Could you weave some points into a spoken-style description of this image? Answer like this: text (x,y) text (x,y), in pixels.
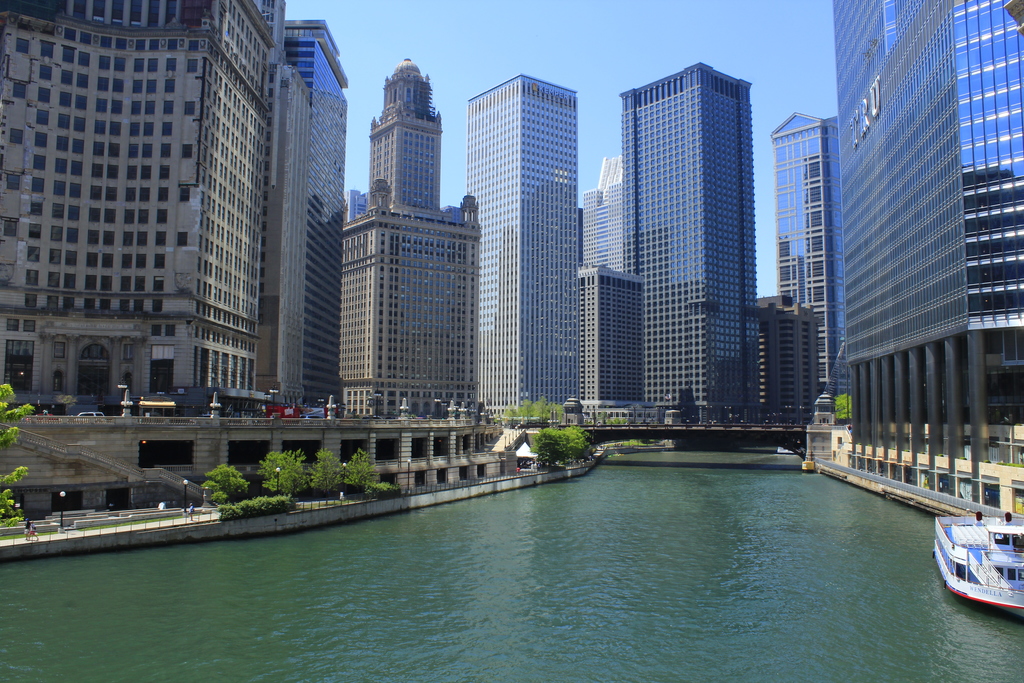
There is a river (646,550). On the right side (945,575) there is a boat (971,569). Also there is a bridge (662,424). On the left side of the river (863,584) there are trees (221,475), buildings (343,316). In the background (744,284) also there are buildings (710,246). In the right side (877,188) there is a building (911,225) with pillars (912,394). In the background (521,48) there is sky (426,54).
